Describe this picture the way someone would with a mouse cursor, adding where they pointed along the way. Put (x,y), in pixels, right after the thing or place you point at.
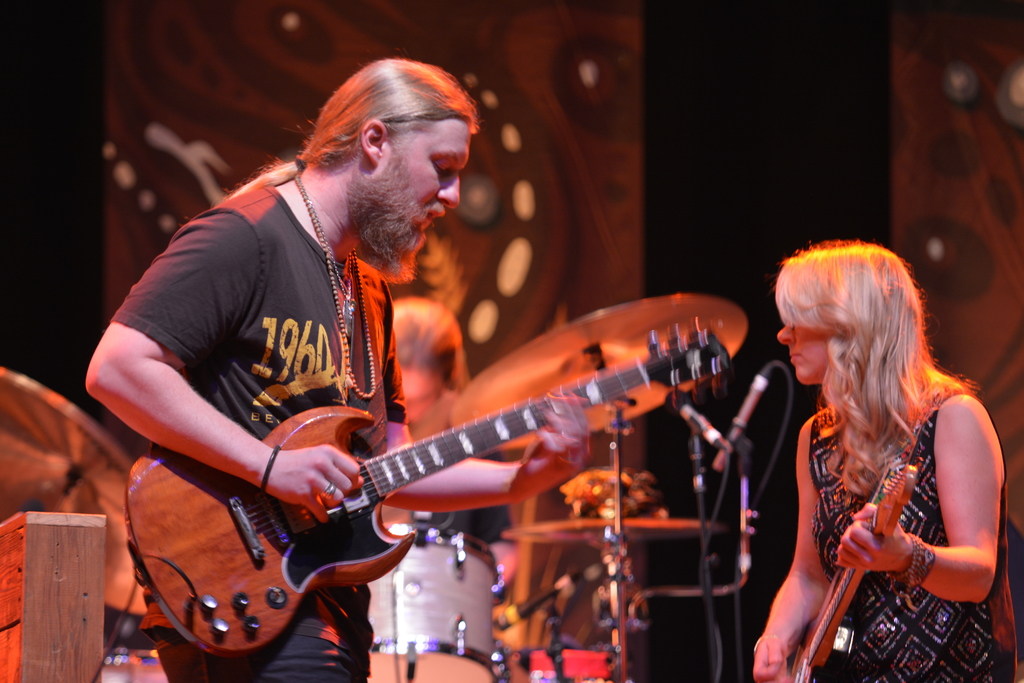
This picture describes about musicians (379,291), a man (361,322) and a woman (845,513) is playing guitar (299,428), in the background (477,538) we can see drums (427,629).
